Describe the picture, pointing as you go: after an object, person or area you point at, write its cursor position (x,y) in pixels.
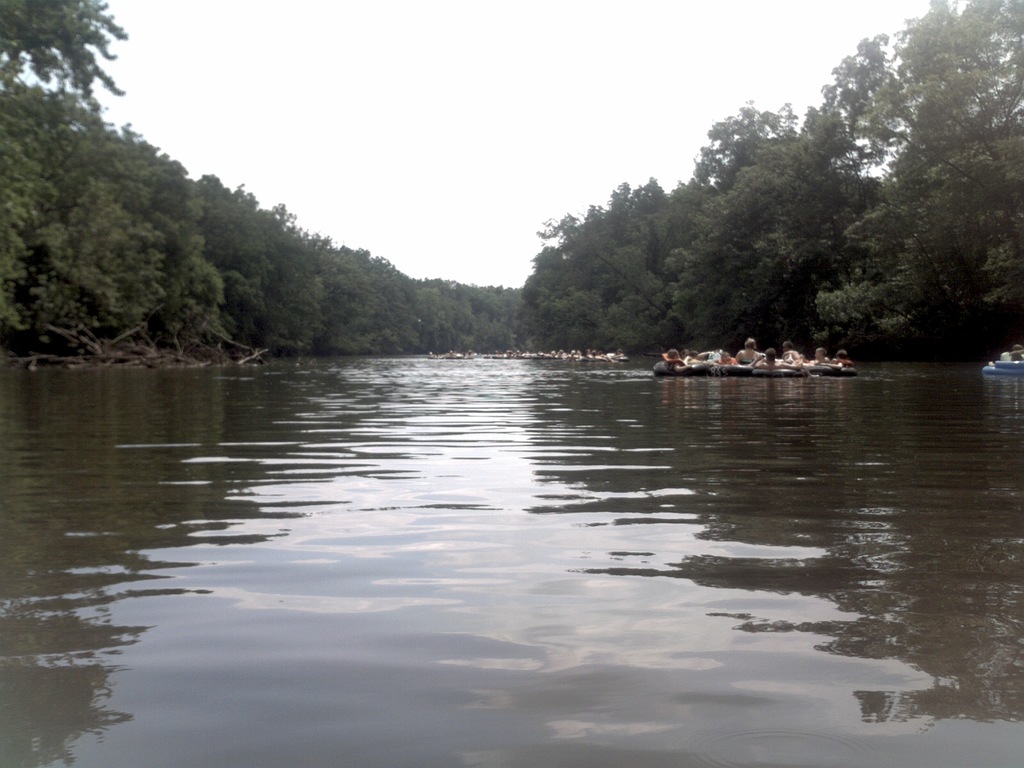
In this picture there is a river water (741,439). Behind there are some persons (772,359) in the boat (728,372). In the background (418,288) we can see some trees (149,289).
